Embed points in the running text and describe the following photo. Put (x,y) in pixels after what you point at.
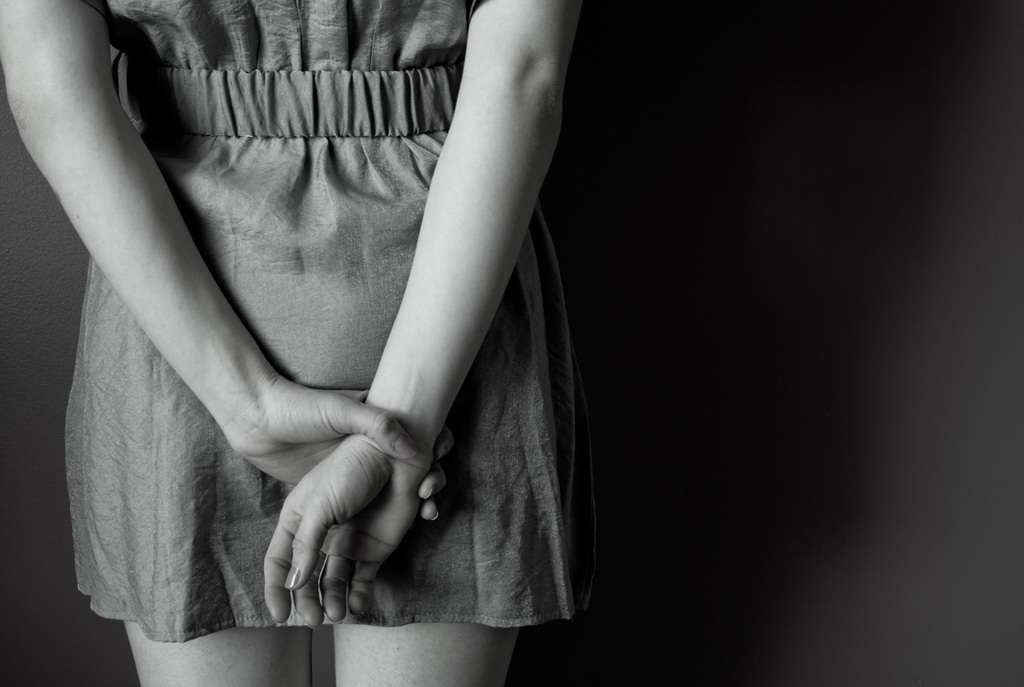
In this picture there is a girl (167,609), she is standing on the left side of the image (184,292).
